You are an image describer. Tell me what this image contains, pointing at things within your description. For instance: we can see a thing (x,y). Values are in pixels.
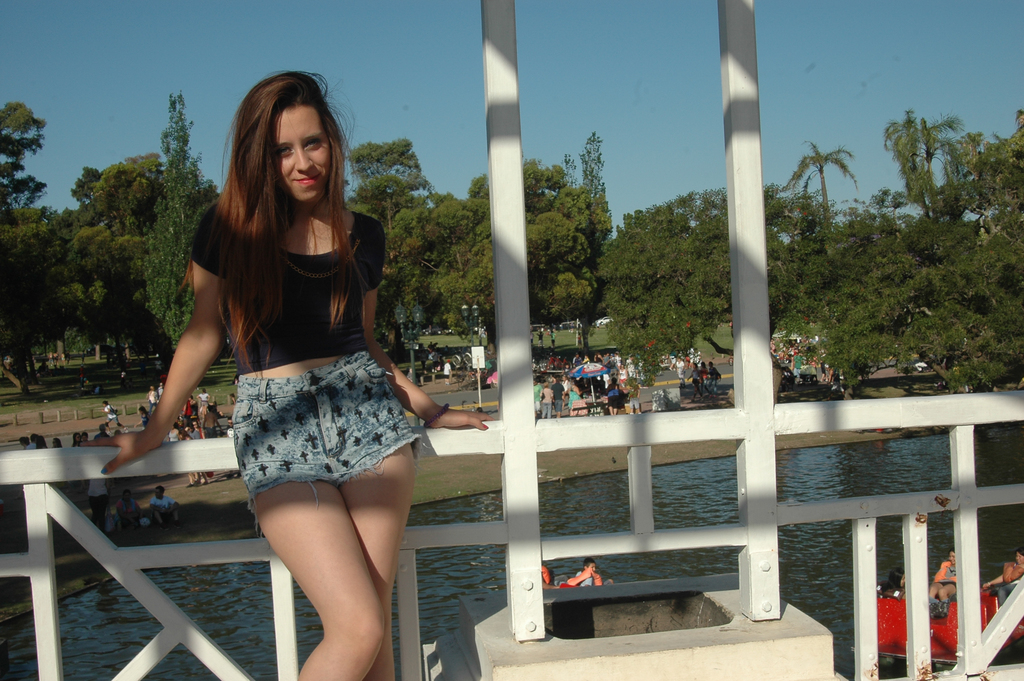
In this image I can see a woman (299,329) wearing black and blue dress (314,328) is standing and the white colored railing (155,460). In the background (843,458) I can see the water (875,465), few boats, few persons (1007,578) in the boats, few persons (635,373) standing on the road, few trees (846,256) and the sky (571,60).
